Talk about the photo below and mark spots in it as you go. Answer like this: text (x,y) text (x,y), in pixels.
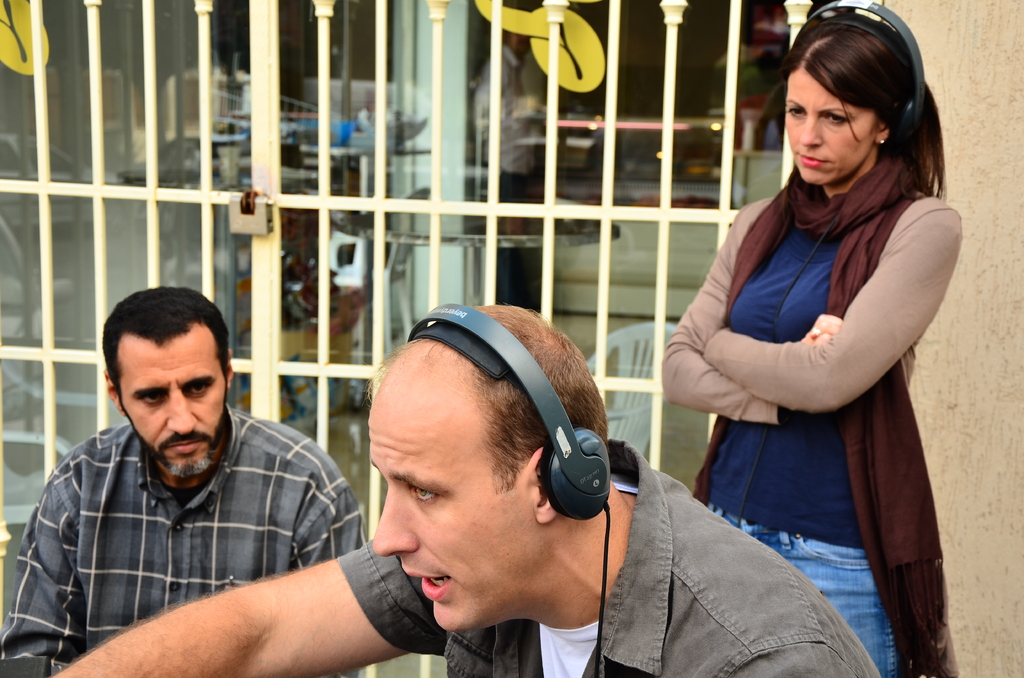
In this image there are few people (743,365), in them two are wearing the headset (603,489) on their heads (847,109), behind them there is a gate (604,187) and a fencing wall (959,136) of a building (457,84).
